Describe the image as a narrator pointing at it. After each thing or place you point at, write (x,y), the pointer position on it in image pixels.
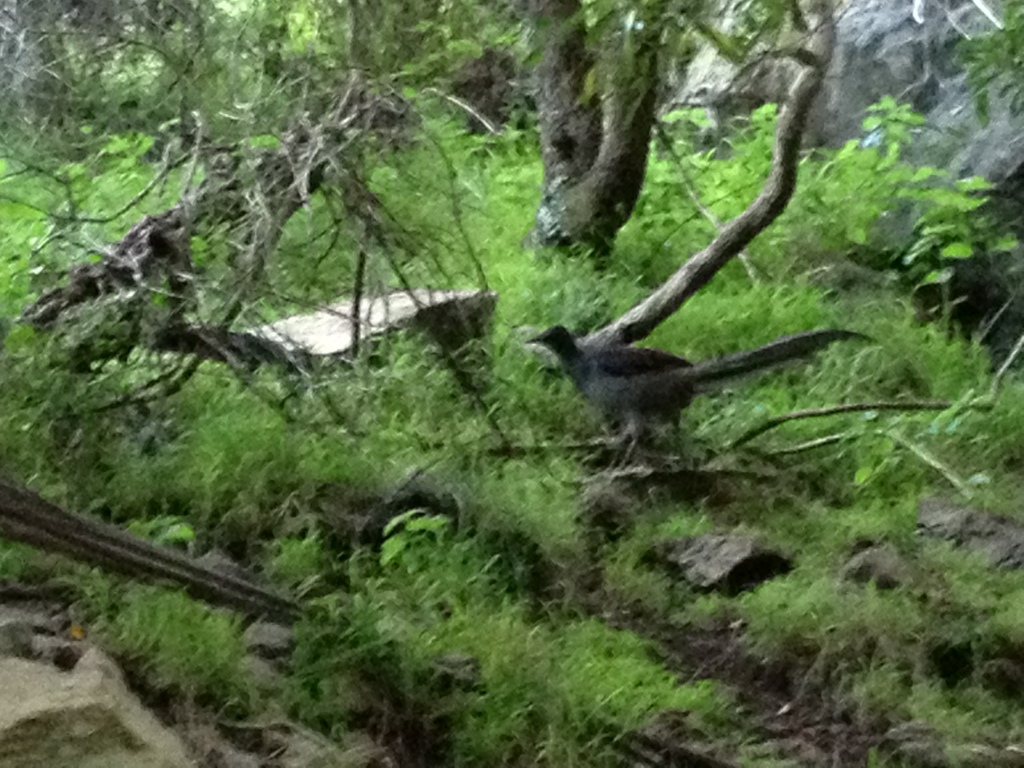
In this image there is a bird (636,427) standing in the middle of the grass (531,257). On the ground (383,412) there is a grass (545,254) with stones (73,751) and sticks (317,109). And also in the background (312,45) there are trees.
